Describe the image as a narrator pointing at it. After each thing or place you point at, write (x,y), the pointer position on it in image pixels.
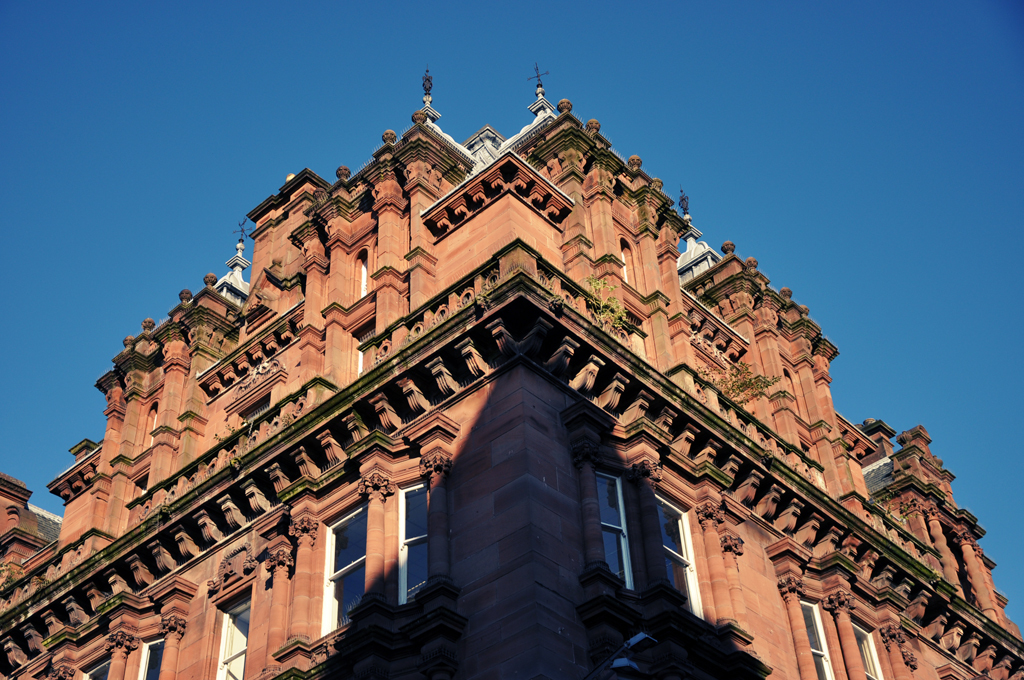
We can see building (439,426) and windows (625,275). In the background (722,183) we can see sky (150,195) in blue color.
